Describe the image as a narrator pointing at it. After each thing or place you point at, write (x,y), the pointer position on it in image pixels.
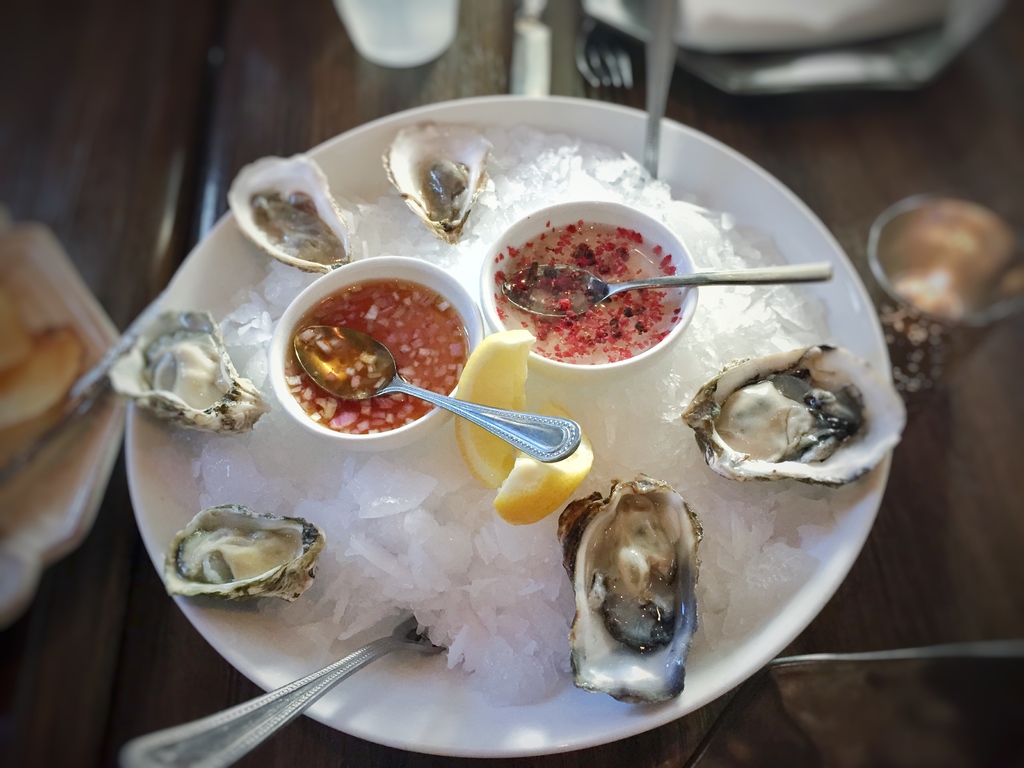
In the picture we can see a plate (412,720) on the wooden table (897,579) and on it we can see a plate (139,499) with ice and two bowls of sauces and some oysters (238,412) around the ice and spoons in the sauces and ice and beside the plate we can see a candle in the glass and some glass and another plate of food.
